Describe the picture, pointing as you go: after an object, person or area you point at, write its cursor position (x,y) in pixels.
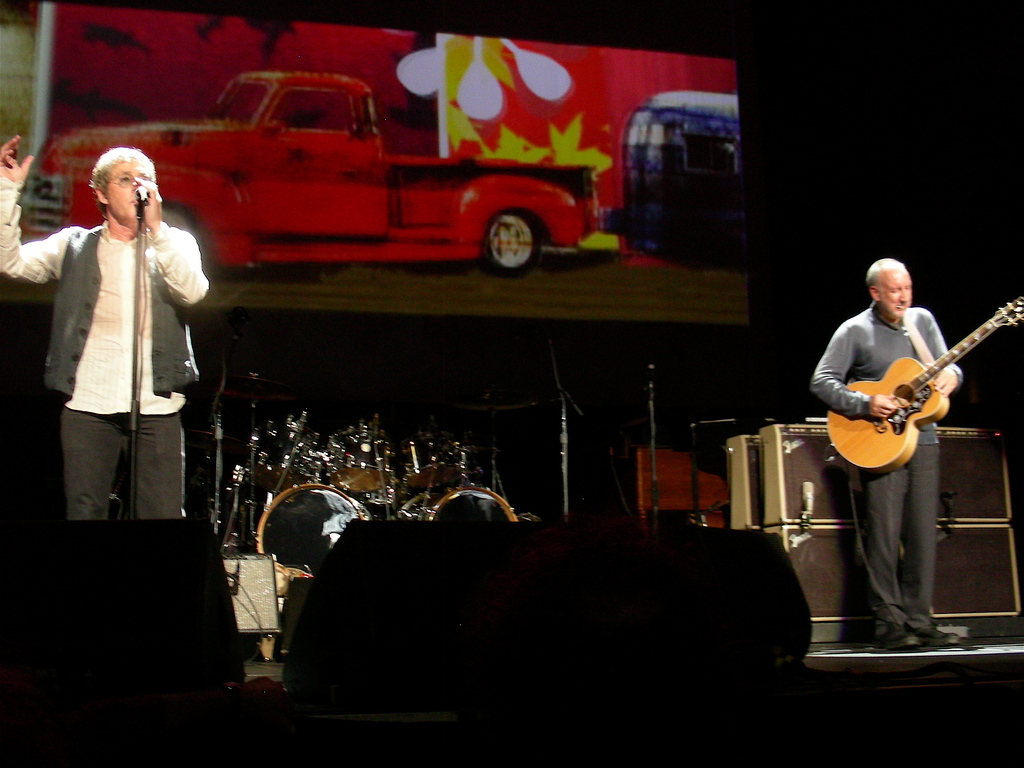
In this image I can see two man (62,377) standing on the stage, the person (881,472) on the right side (899,407) is playing guitar (911,368) and the person (164,349) on the left side (132,342) is singing song in front of a microphone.
